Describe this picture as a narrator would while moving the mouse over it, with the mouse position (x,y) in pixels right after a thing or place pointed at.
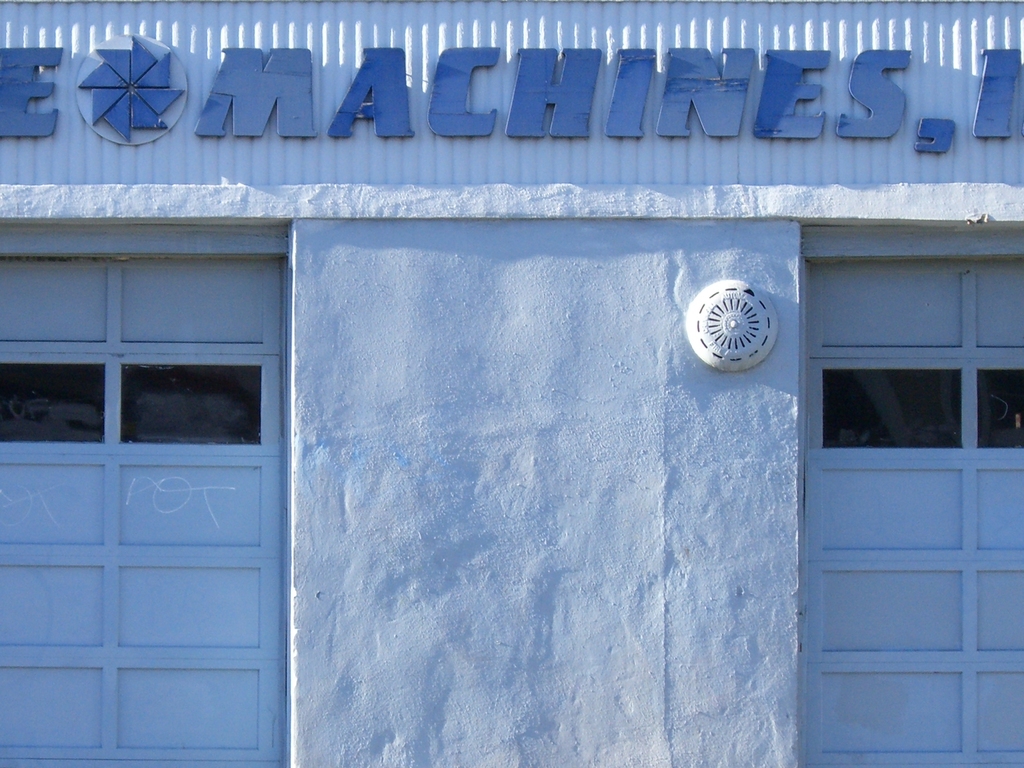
In this image I can see the building (522,324), doors (816,311) and something is written on the wall (953,63).
